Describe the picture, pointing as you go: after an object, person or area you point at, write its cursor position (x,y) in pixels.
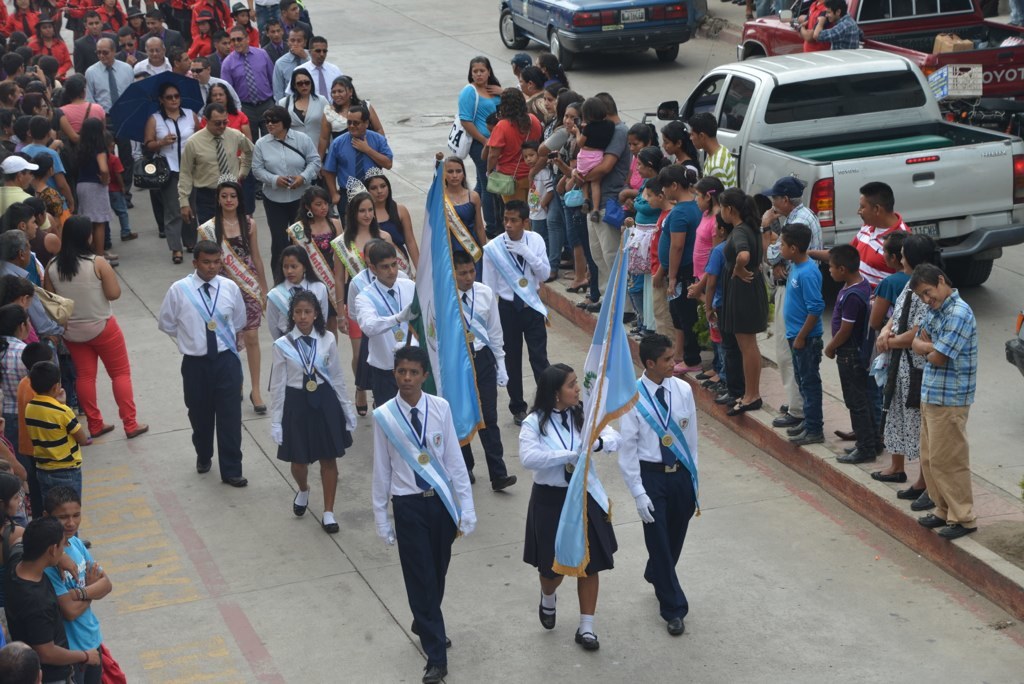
This picture describes about group of people (279,215), few (924,504) are standing and few (391,231) are walking, in this we can see few people (638,447) are holding flags (475,419), beside to them we can find few vehicles (915,203) on the road (995,340).
